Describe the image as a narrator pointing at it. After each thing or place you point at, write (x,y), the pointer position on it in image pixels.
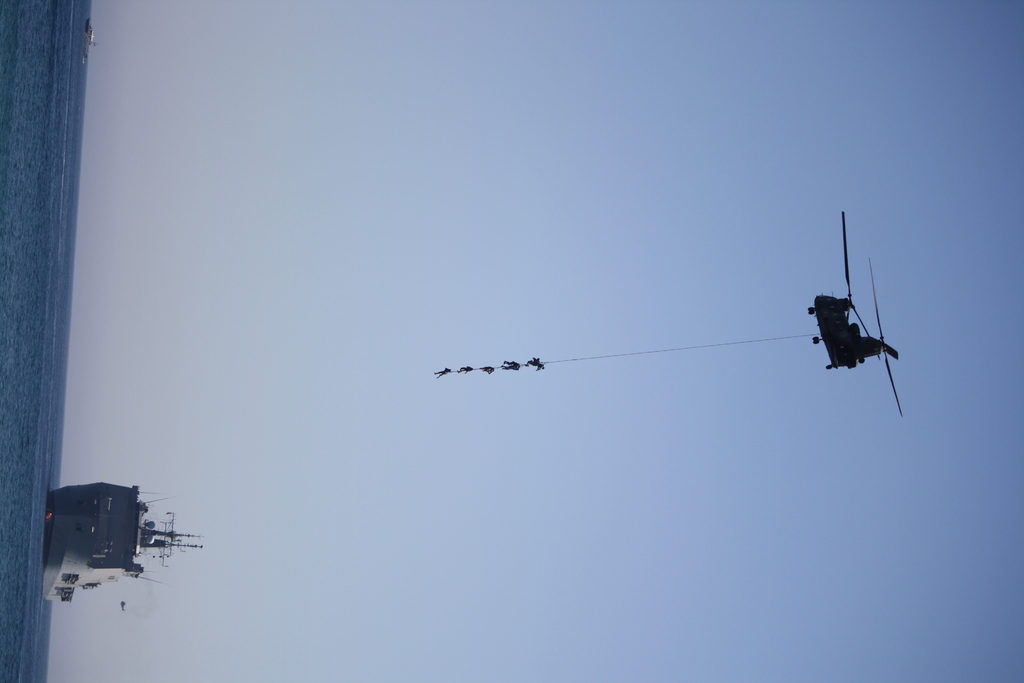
In the image we can see a flying helicopter (839,333), there are even people (515,363) hanging to the rope (552,361). There is a ship (110,518) in the water (51,374), this is a water (43,259) and pale blue sky (396,160).
